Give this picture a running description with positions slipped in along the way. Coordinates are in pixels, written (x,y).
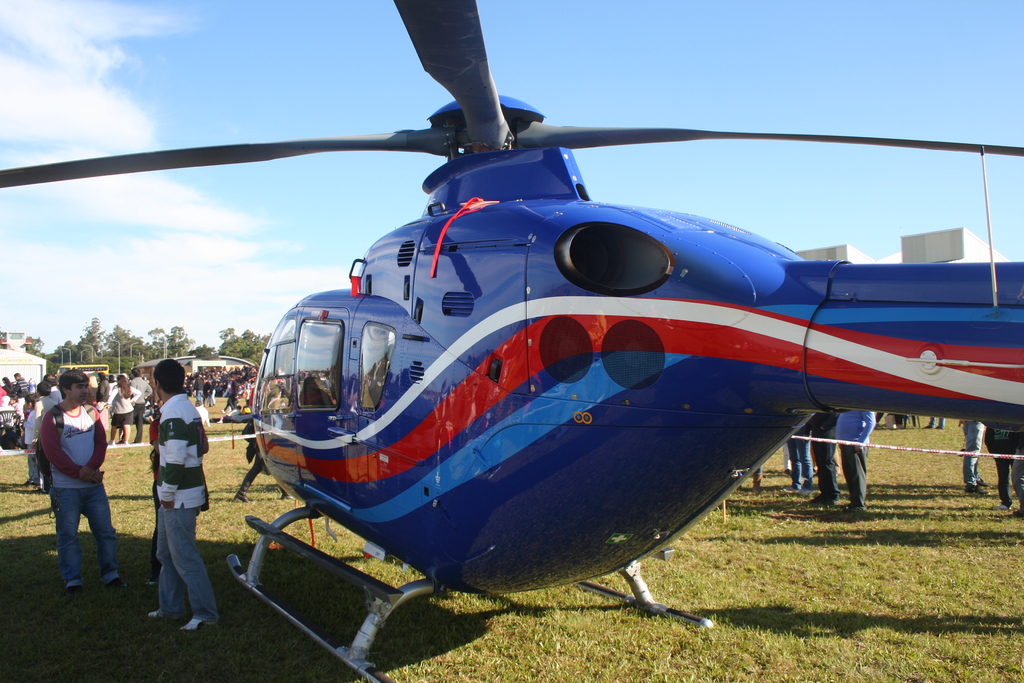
In this image I can see an aircraft (506,482) and the aircraft (633,595) is in blue color. Background (50,305) I can see few persons (68,423) standing, buildings (838,247) in white and cream color, trees (134,354) in green color and the sky (258,196) is in blue and white color.
